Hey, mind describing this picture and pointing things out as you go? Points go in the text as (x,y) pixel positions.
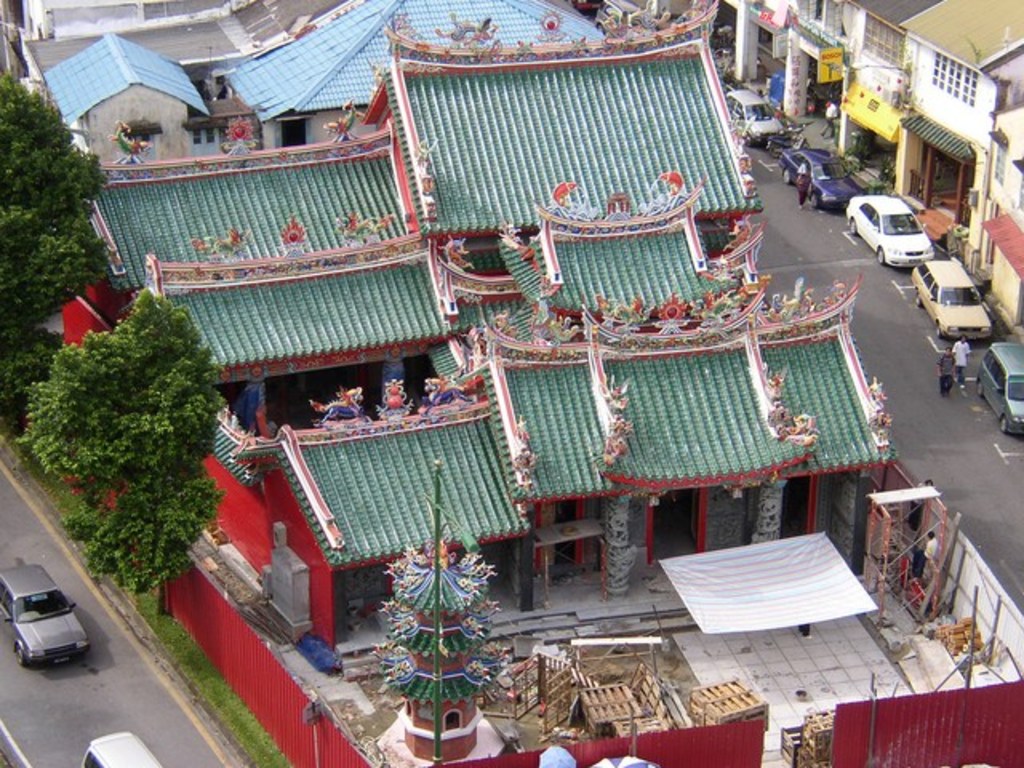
In this picture we can see buildings (490,464), windows (877,49), name boards (878,116), trees (162,443), poles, umbrellas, fence (987,616), boxes (650,695), cars (31,581) on roads (894,368) and some objects (622,726) and some people (797,176) are walking.
